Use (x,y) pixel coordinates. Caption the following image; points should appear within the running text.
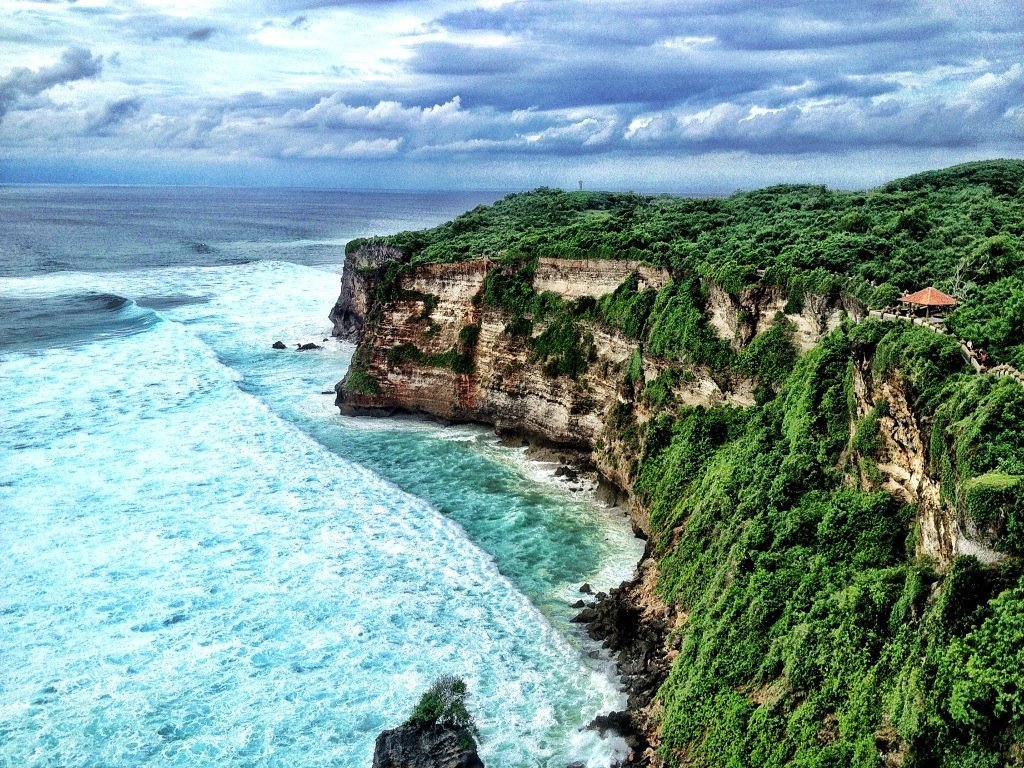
This is an outside view. On the right side (789,402) there is a hill (471,355) and many trees (768,223). On the left side (137,448) there is an ocean (110,257). At the top of the image (385,90) I can see sky (429,118) and clouds (353,122).
